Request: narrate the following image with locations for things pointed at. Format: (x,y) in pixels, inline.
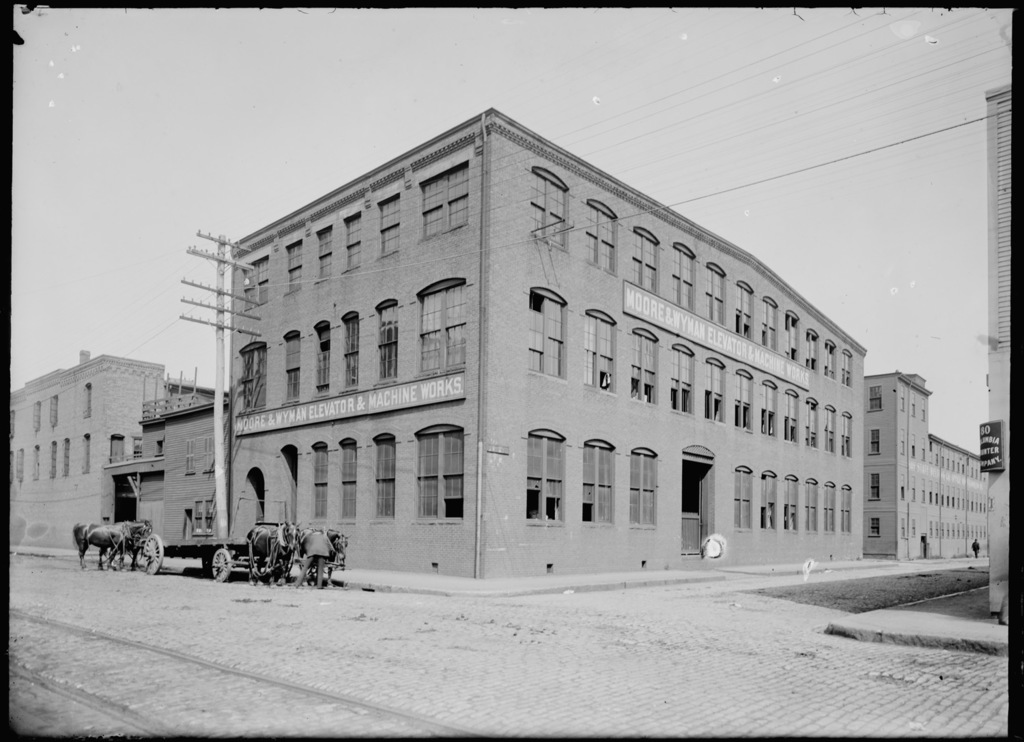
This is a black and white image. We can see a few buildings (502,464). We can see a pole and some wires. We can see a cart (199,551) with some animals (258,533). There are a few people (317,550). We can see a board (748,341) with some text (733,351). We can see the ground (93,702) and the sky (685,174).
